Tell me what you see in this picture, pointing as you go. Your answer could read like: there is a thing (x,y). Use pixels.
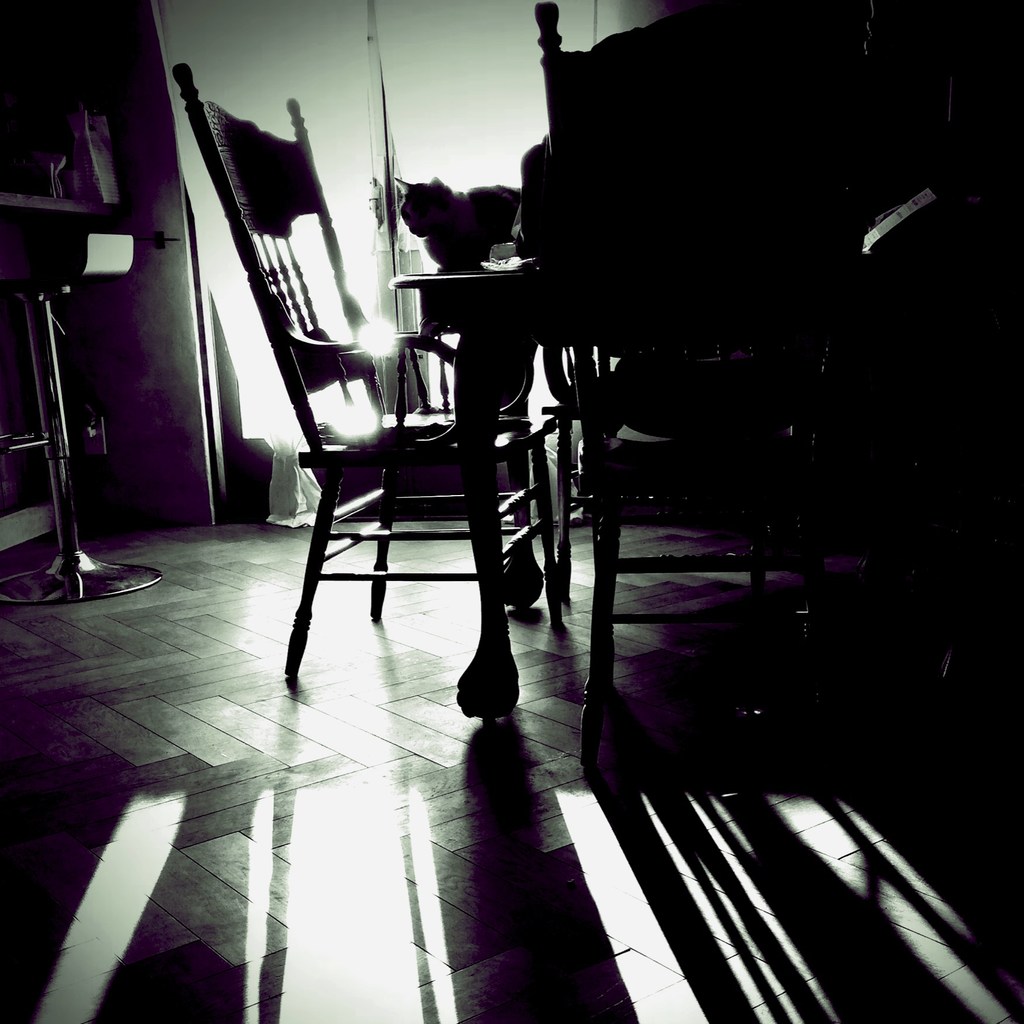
In this image I can see a table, few chairs (604,549) and on the table (527,289) I can see a cat (409,186). I can also see this image is little bit in dark and on the bottom side of the image (656,739) I can see few shadows (663,744) on the floor (344,829).
